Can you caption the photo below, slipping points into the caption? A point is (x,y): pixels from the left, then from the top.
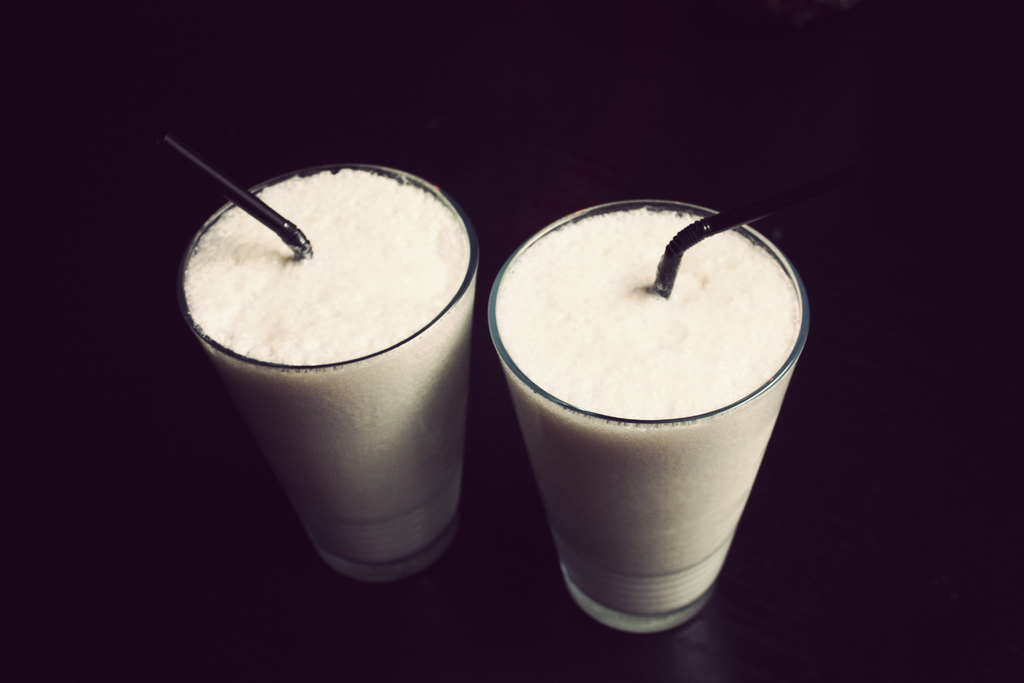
In this image we can see two glasses (451,395) with straws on the black surface (532,583).
